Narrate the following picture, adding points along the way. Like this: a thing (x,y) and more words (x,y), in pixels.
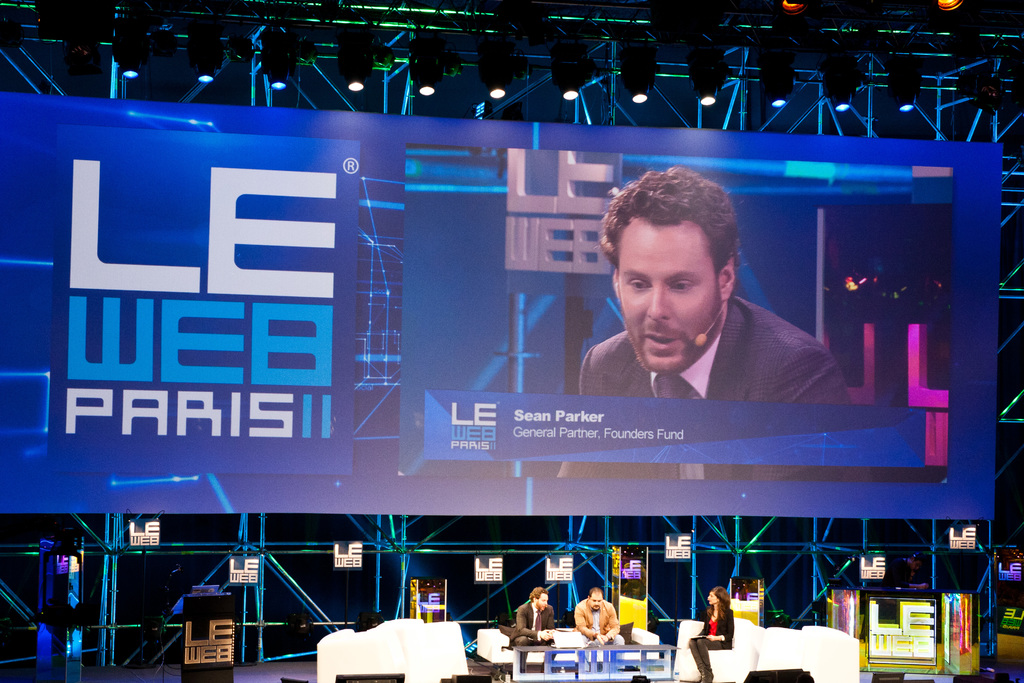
It is looking like a stage (932,681). At the bottom of the image (527,626) I can see two men (581,612) and a woman (712,612) are sitting on the chairs (718,654) on the stage (263,671). In front of this people (580,628) there is a table (582,655). In the background (649,391), I can see a banner (446,317) which is in blue color. On this I can see some text (264,338) and an image of a man (651,296). At the back of this I can see metal rods (620,109) and lights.
